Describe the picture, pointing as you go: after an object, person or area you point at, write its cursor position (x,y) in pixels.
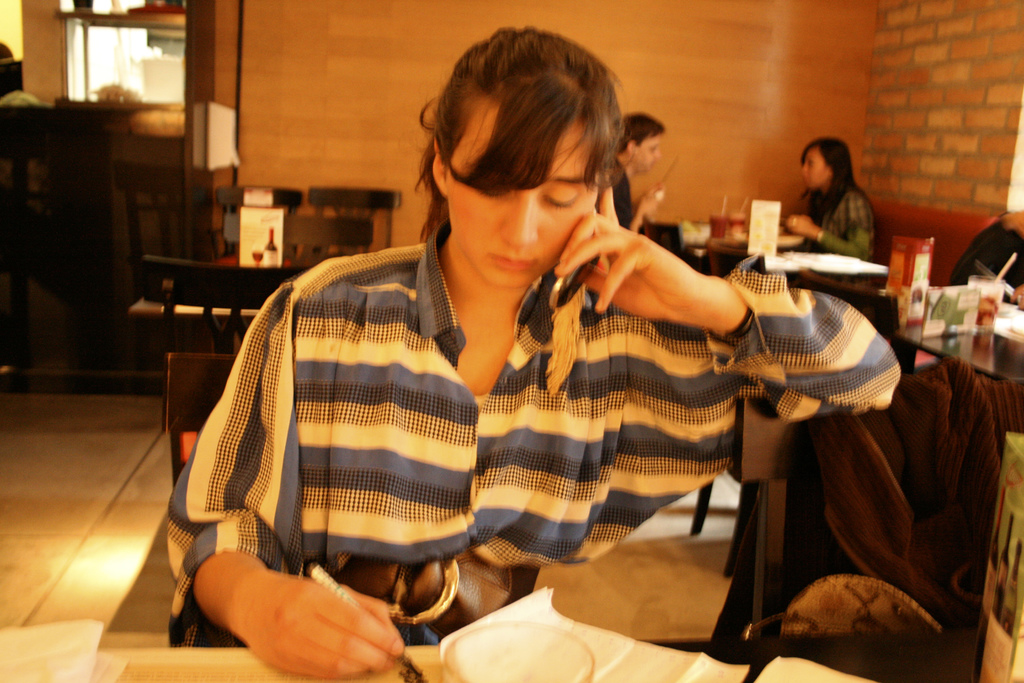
On the background (945,124) we can see a wall (915,66) with bricks (930,131). Here we can see few persons (847,204) sitting on chairs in front of a table (1006,343) and on the table (1013,355) we can see container (928,281), juice glasses (981,310), tissue papers (59,658). We can see one women (579,405) sitting and holding a pen (317,567) in her hand (366,609). This is a floor (54,456).
